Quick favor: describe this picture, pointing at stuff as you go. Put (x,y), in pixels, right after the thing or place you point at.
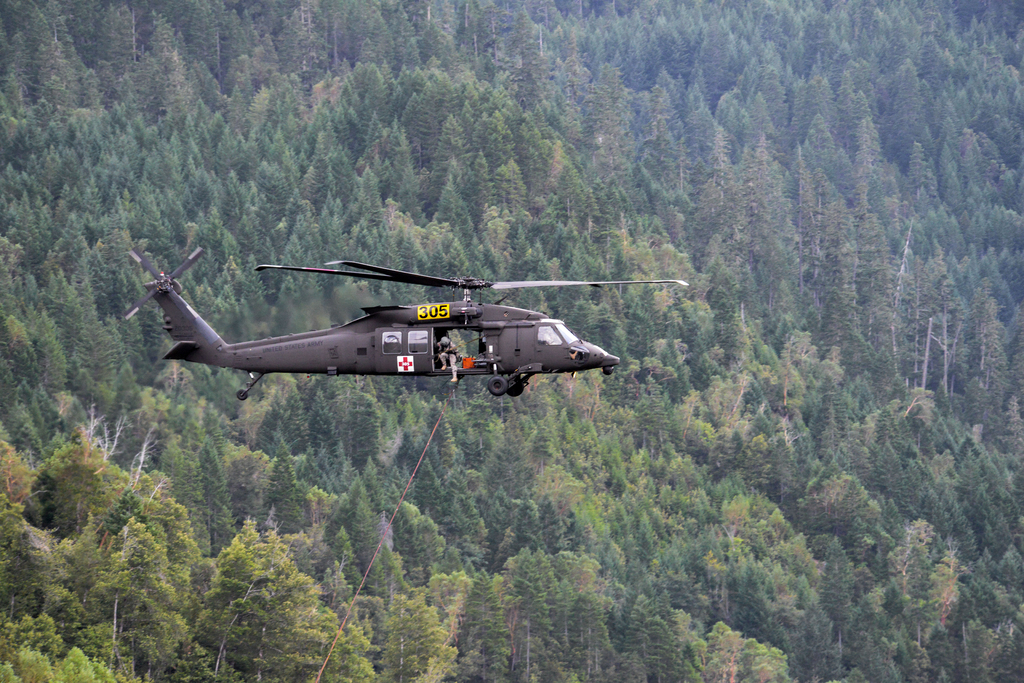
In the image there is a helicopter (359,342) flying in the air, behind it there are trees (643,468) all over the image.
